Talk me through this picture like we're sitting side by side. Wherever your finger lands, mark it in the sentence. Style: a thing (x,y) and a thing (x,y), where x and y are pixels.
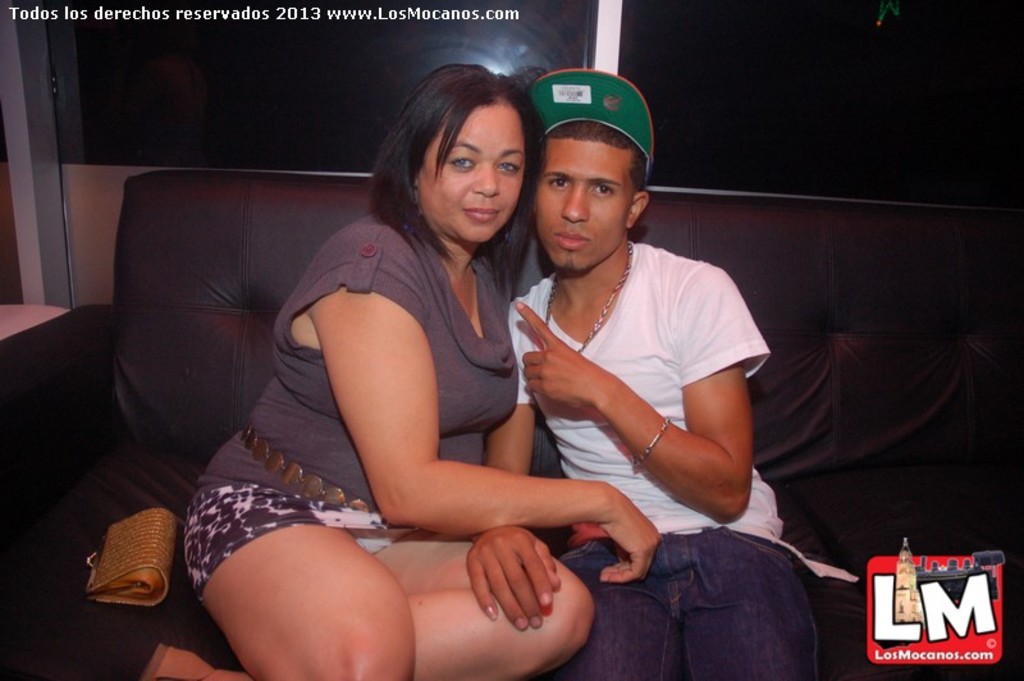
There are two persons (579,403) sitting on a sofa (808,433). Person (688,373) on the right (696,371) is wearing a chain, bracelet (656,439) and a cap (579,115). There is a watermark (900,597) on the right corner (925,619). There is a purse (169,539) on the sofa (847,457). In the background (278,115) there is a glass wall (394,60). On the top left corner (124,10) something is written.
